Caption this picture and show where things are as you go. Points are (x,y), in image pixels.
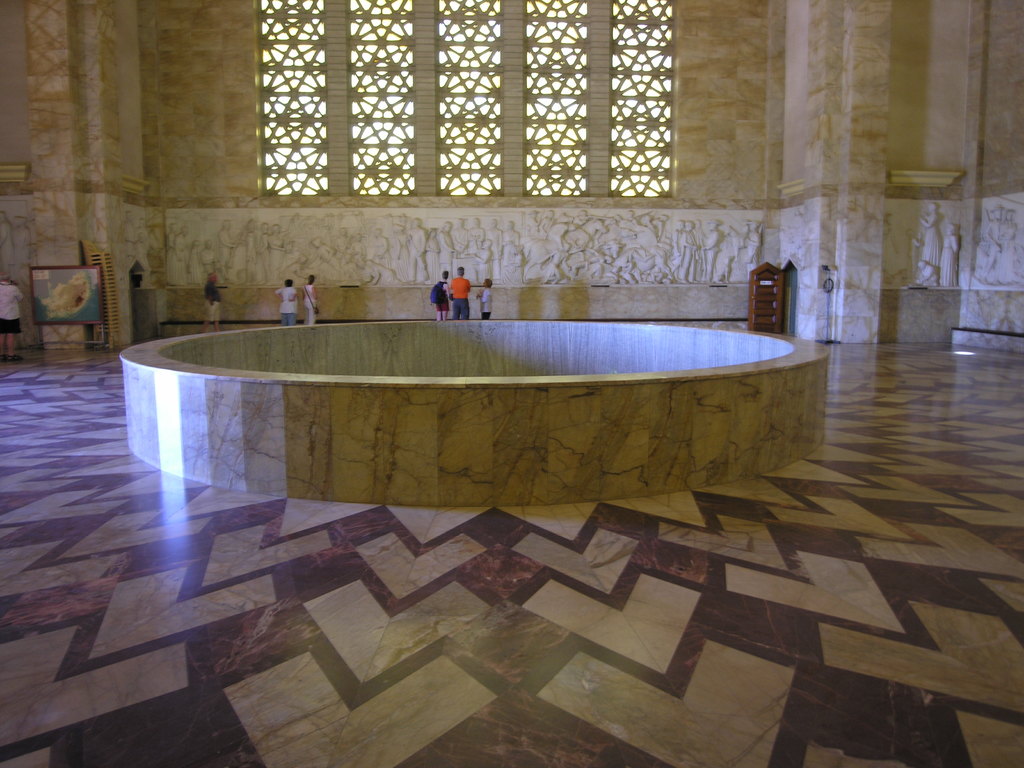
This is clicked inside a building (76,359), there are carvings (22,262) on the back wall (296,261) with few persons (289,309) standing in front of it above there is ventilator (363,101) on the wall (433,105), in the front (773,335) it seems to be a well (774,364) in the middle (361,475) of the floor (505,517).
